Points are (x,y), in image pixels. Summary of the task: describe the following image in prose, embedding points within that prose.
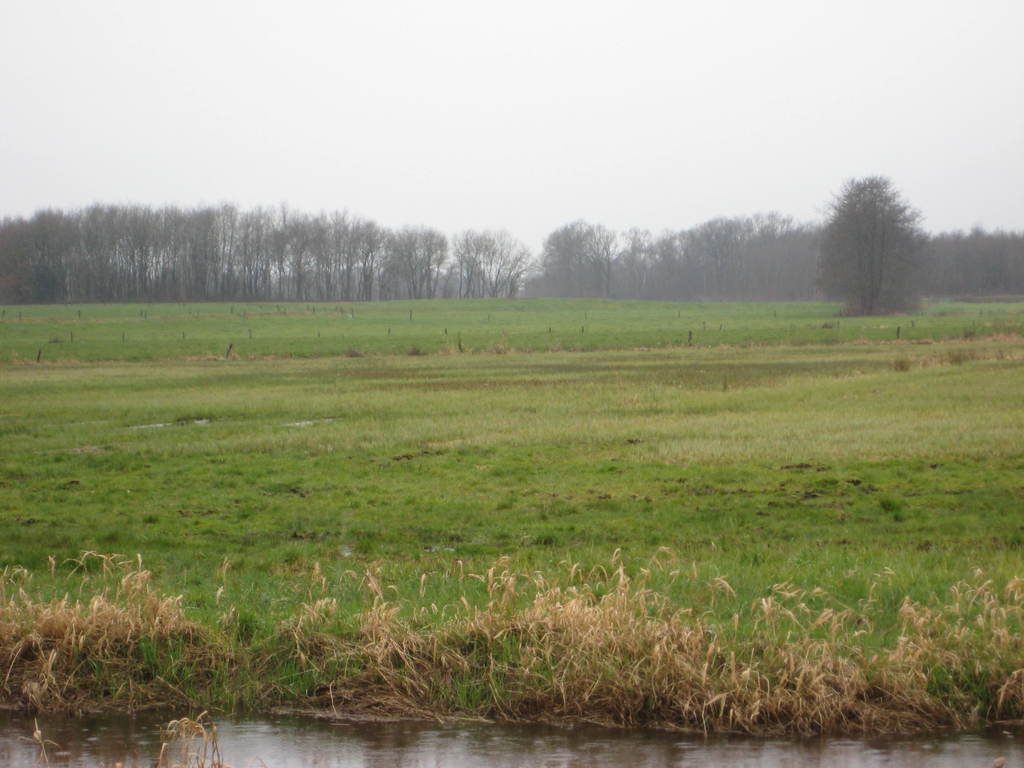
This is an outside view. Here I can see the grass (446,450) in green color. At the bottom of the image (448,766) I can see the water (464,761). In the background (438,297) there are some trees (437,282). On the top of the image (402,97) I can see the sky (385,168).
